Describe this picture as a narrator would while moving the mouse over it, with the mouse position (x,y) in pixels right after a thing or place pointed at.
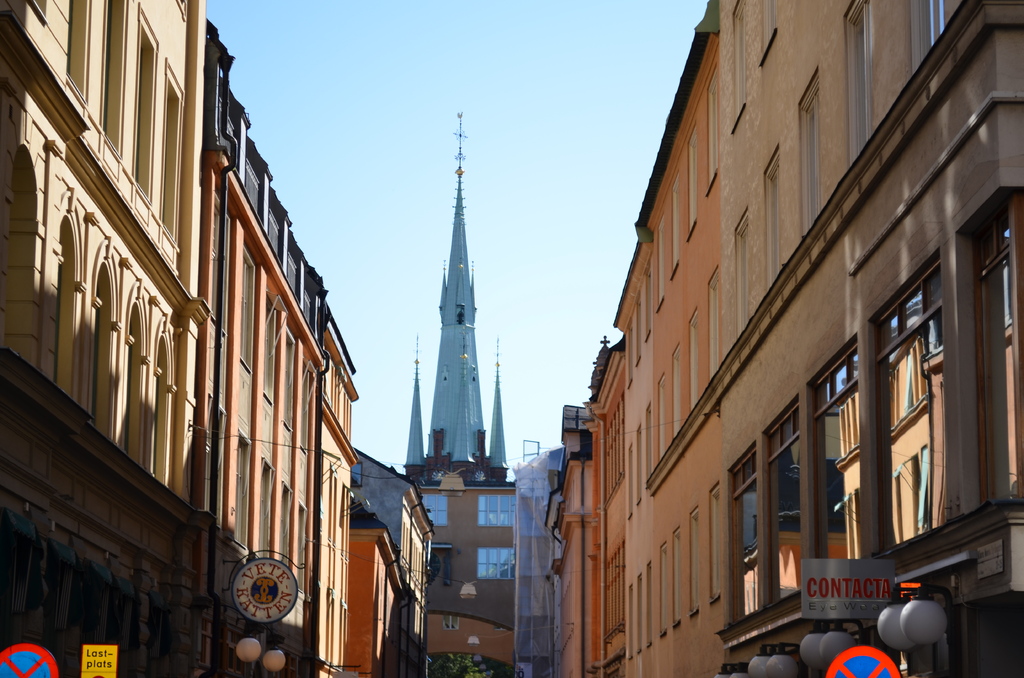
In this image, we can see buildings (363,571), walls (500,598), windows (840,557), glass objects (750,561), pipes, boards (271,582), tree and lights (940,613). Background (384,313) there is the sky (416,300).
